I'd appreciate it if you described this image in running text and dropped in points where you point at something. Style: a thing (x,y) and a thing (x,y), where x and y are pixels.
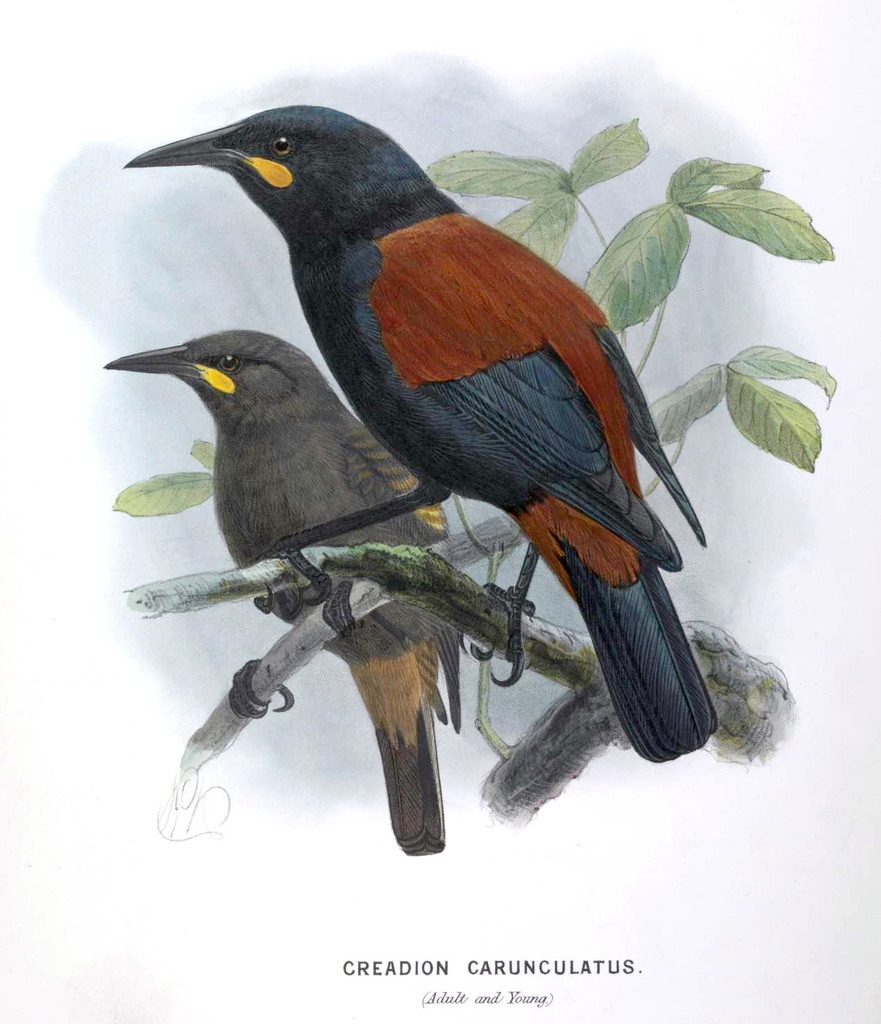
This image is a painting. In this we can see two birds (353,628) on a tree (540,653).
